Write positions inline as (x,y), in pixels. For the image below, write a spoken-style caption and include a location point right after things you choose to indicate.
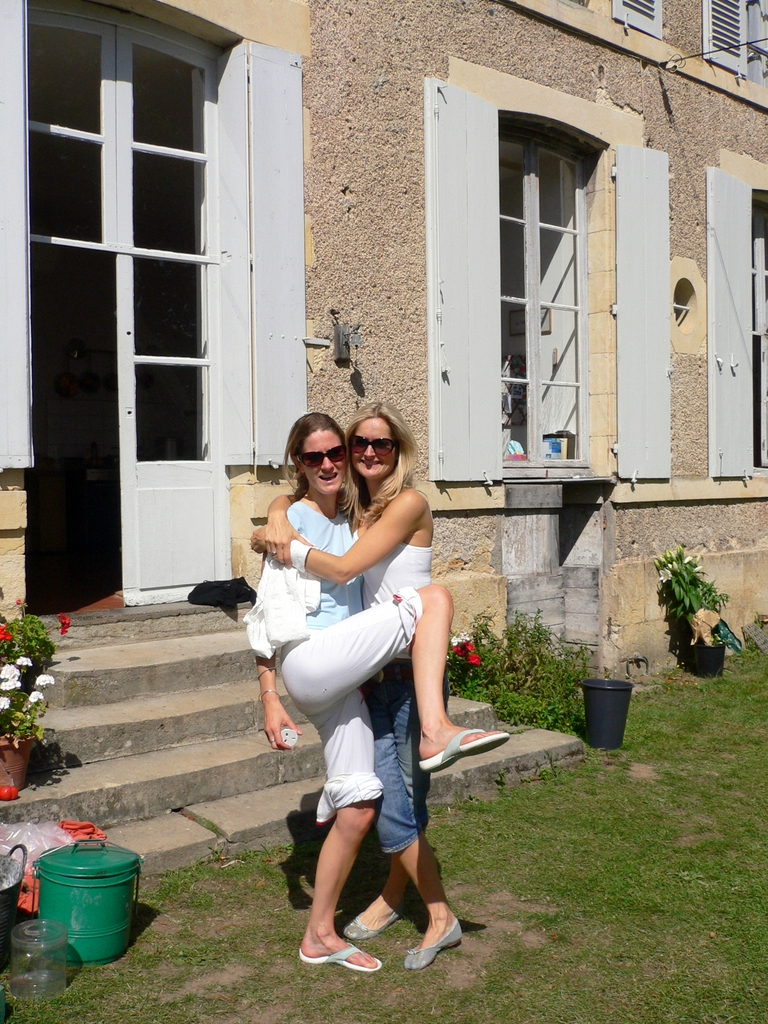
I can see two women (392,804) standing. These are the stairs (161,847). This is the glass door (185,448) with wooden frame (134,421). I can see a building (388,285) with windows (753,330). This looks like a bucket (76,893) with a lid (88,851). These are the flower pots (3,743) with plants (37,728). This is the grass (687,833).
